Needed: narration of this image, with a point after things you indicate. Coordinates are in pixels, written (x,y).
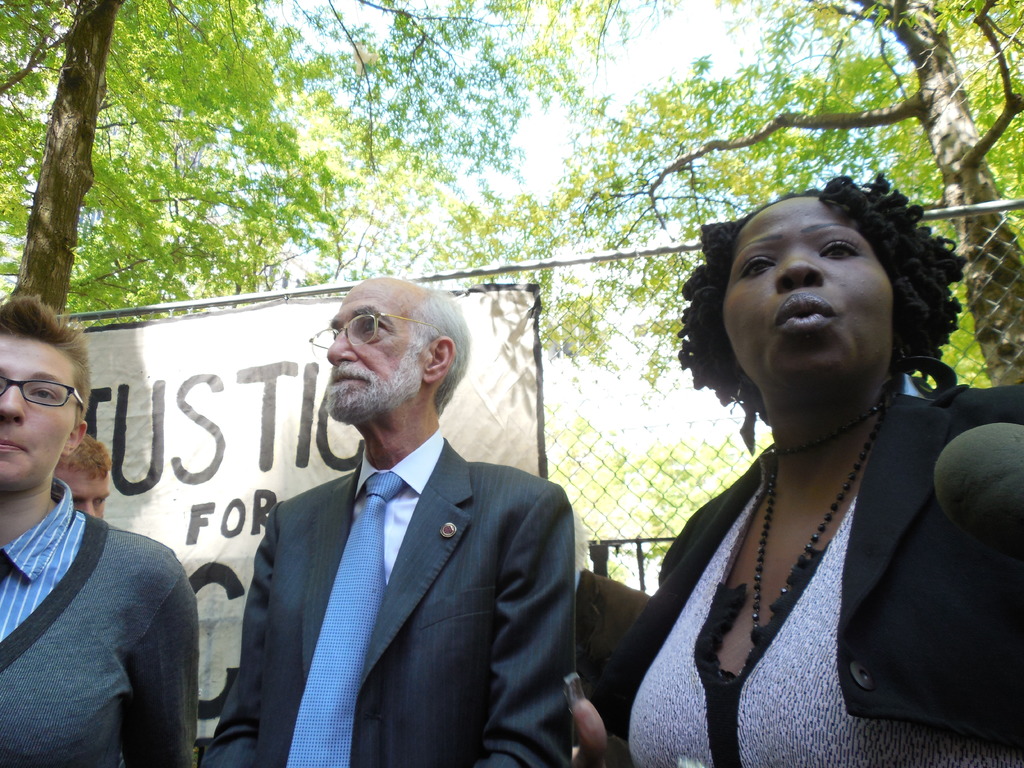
There are many people (458,595). Some are wearing specs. In the back (618,425) there is a fencing (559,341) with banner (165,383). Also there are trees (826,112).
